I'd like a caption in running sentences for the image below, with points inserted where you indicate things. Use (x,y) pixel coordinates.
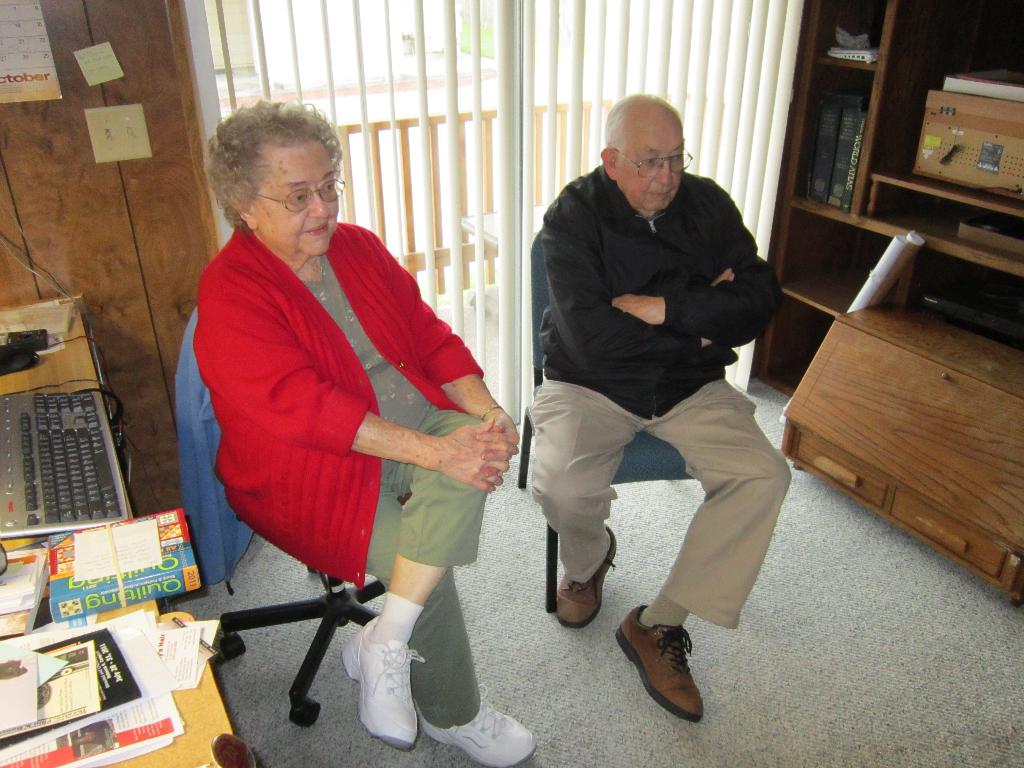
In this picture i could see the woman (321,359) old woman (314,349) with sweater (270,363) red colored sweater (260,409) and green color pant (439,507) with white shoes (386,659) and socks (393,614) on, sitting on the chair (340,583) beside her an old man (616,268) wearing a black color sweatshirt (626,277) and a pant (576,406) brown color pant (563,545) and brown shoes (571,600) on, they are sitting beside a woman (231,384) is sitting beside the table (73,376). On table (90,358) there is a key board (65,477) and some books (109,589) and papers (74,667) on and the old man (565,366) is sitting beside the cabinet (919,263), wooden cabinet (866,165) and the books (832,146) in the shelf (891,102). In the back ground (502,90) i could see the blinds (509,102) of the windows (462,91) and a wooden plank (160,69).
